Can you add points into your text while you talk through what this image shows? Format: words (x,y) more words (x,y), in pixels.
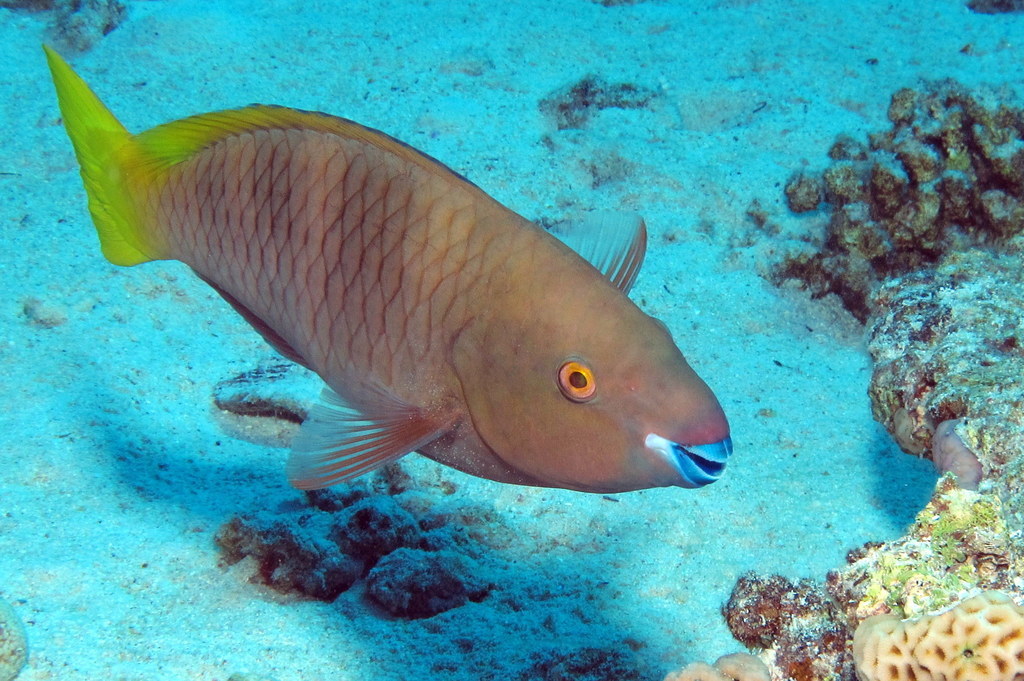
In this picture I can see a fish (510,361) in the water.
